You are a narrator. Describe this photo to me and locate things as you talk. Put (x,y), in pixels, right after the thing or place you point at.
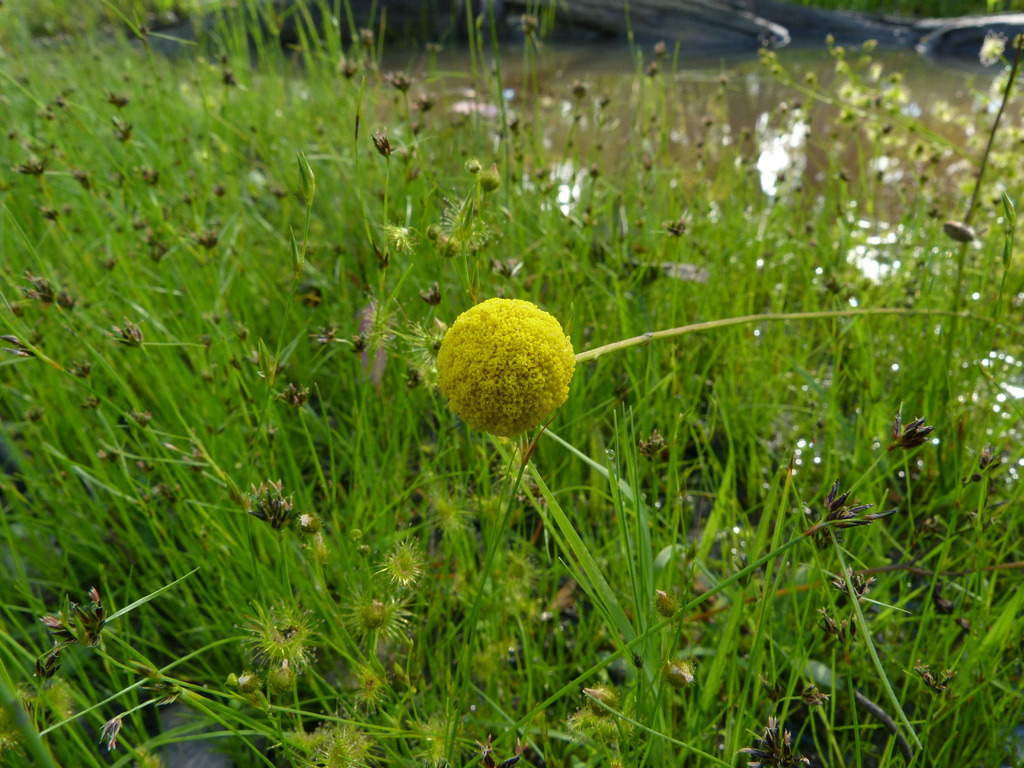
In this picture there is a yellow color flower (498,339) in the center of the image (489,375) and there are plants (595,380) around the area of the image.
